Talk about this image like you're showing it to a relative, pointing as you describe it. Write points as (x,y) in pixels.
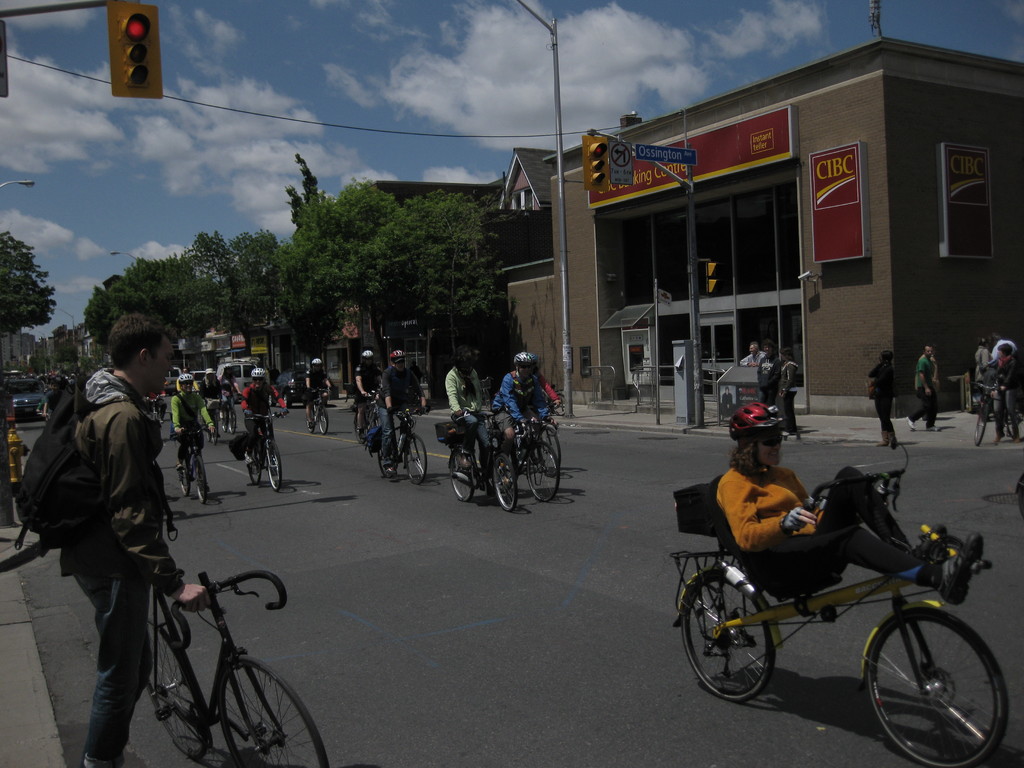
In this image the many persons (461,352) are riding the bicycle (545,436) and behind the persons (253,455) there are so many trees (299,322) and one building (611,357) is also there and some people (768,400) is walking on road (802,460) and background is very cloudy.
